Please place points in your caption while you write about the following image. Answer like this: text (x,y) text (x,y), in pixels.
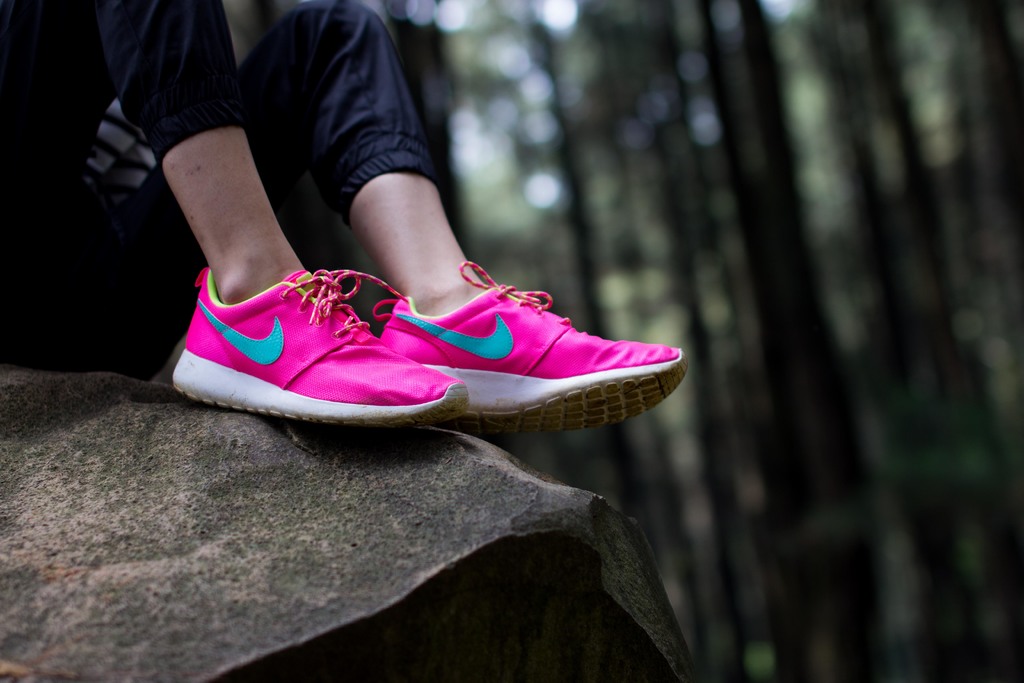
In this picture there is a person (180,184) wearing pink color shoes (325,342) placed it on a rock (352,432) and there are few trees (705,209) in the background (739,234).
